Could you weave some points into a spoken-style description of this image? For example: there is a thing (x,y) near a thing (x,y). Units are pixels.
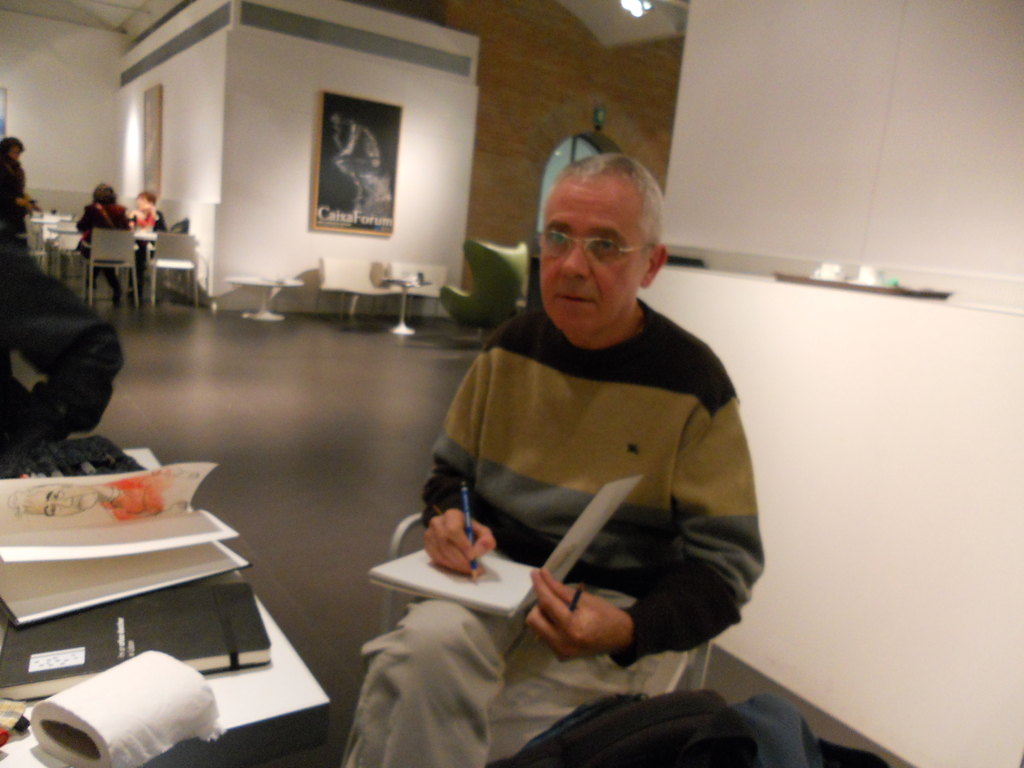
In the picture I can see an old man (624,511) wearing sweater (516,456) and spectacles (615,240) is sitting on the chair (695,666) by holding a book (444,580) and pencil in his hands (478,535). On the left side of the image (217,602), we can see a few objects (102,652) are placed on the table (254,727). In the background (82,252), we can see two persons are sitting on the chairs (161,244) and a person (15,224) is standing, we can see tables (402,278), chairs (460,308) and the photo frames (352,198) on the wall (184,200).
